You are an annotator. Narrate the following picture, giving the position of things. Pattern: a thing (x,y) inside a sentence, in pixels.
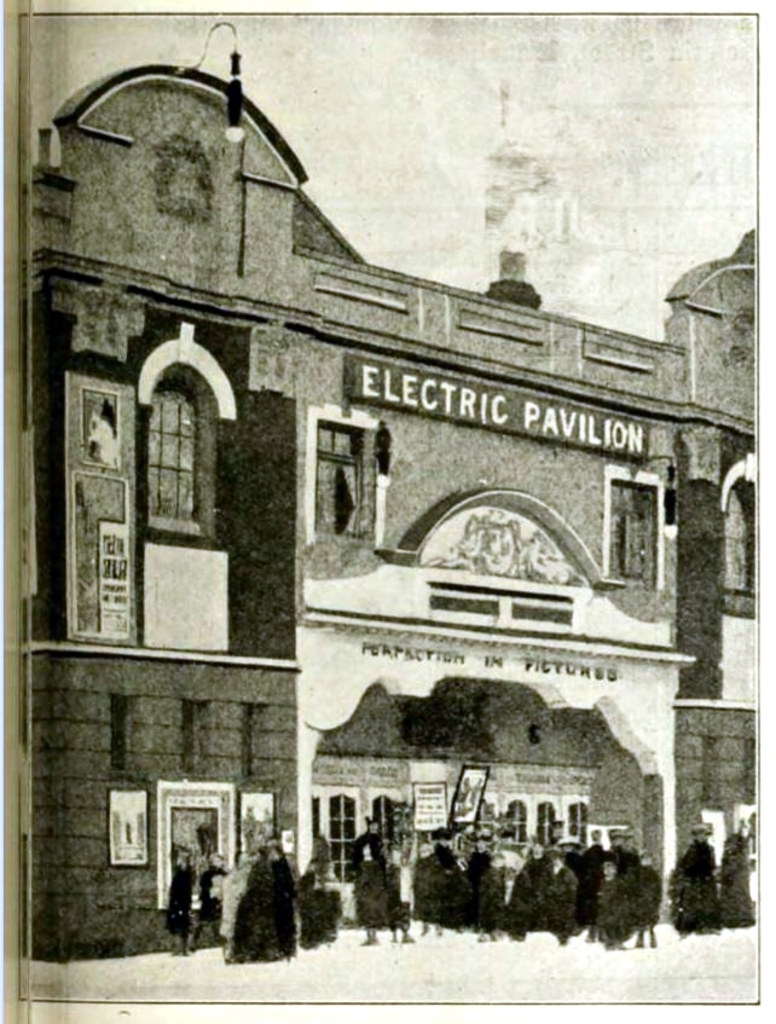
This is looking like a painting. In the painting there is a building (190,392) on it ¨ELECTRIC PAVILION ¨ is written. In front of the building (197,853) there are many people (485,899).
